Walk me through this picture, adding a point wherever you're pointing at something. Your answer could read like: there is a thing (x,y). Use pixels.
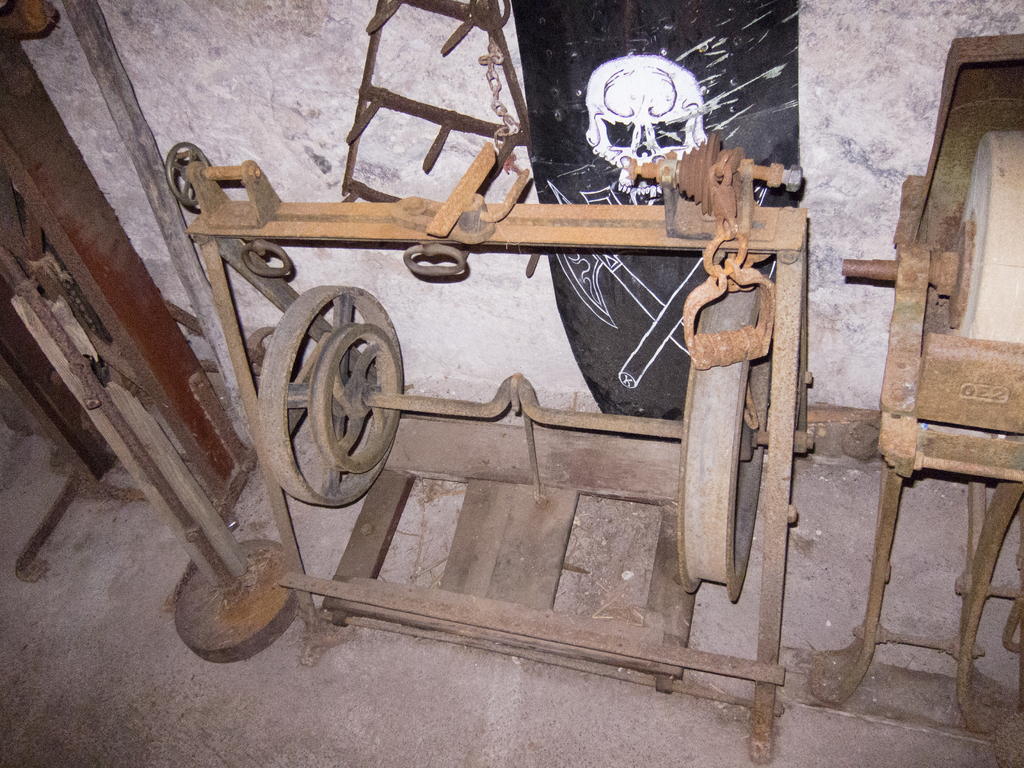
In this image I can see the ground (279,744) and few metal objects (234,481) on the ground (255,744) which are brown and black in color. In the background (249,135) I can see the white colored wall (274,57), a board (674,21) which is black in color and on the board (566,103) I can see a white colored painting (703,114) of the skull (602,123).
